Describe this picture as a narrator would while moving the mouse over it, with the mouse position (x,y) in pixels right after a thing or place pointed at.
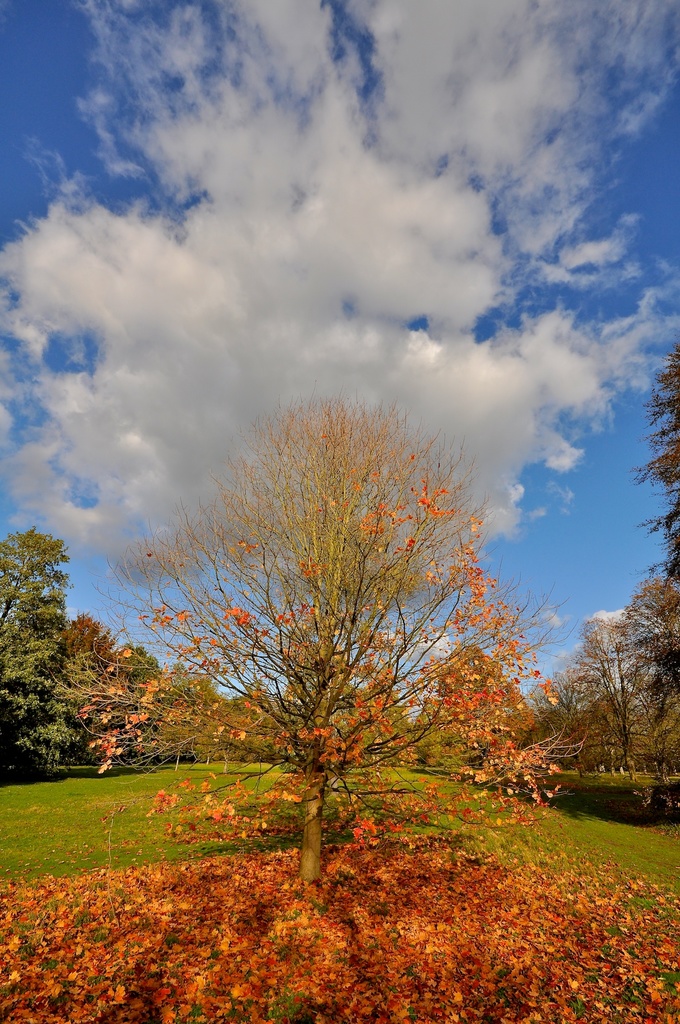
In this picture we can see a few trees (114,753) and some leaves (347,973) on the ground (207,874). There is some grass (87,847) on the ground (83,853). Sky (84,192) is blue in color and cloudy.
